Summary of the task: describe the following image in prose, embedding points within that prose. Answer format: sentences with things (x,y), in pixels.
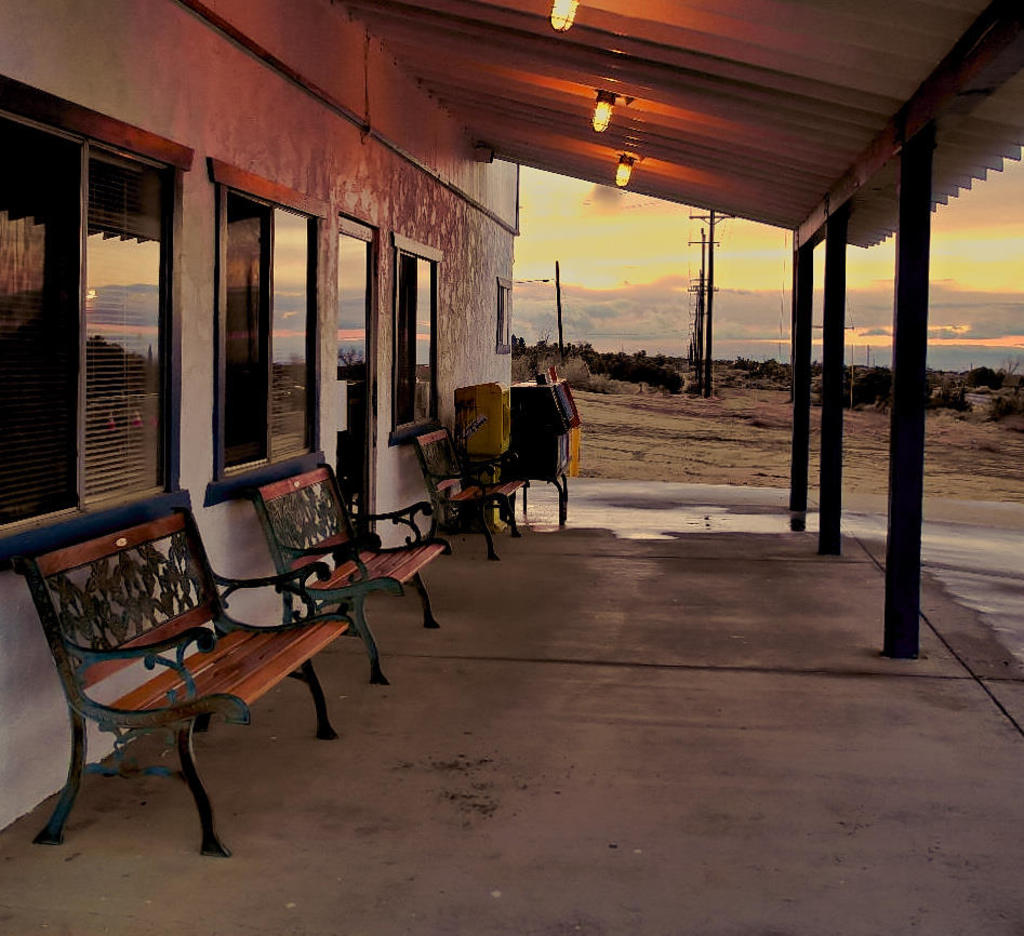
In this picture we can see a building (163,228) with windows (169,290), benches (437,497), pillars (804,332), trees (588,363), lights (566,3), poles (560,340) and in the background (682,219) we can see the sky (672,269) with clouds (615,292).
